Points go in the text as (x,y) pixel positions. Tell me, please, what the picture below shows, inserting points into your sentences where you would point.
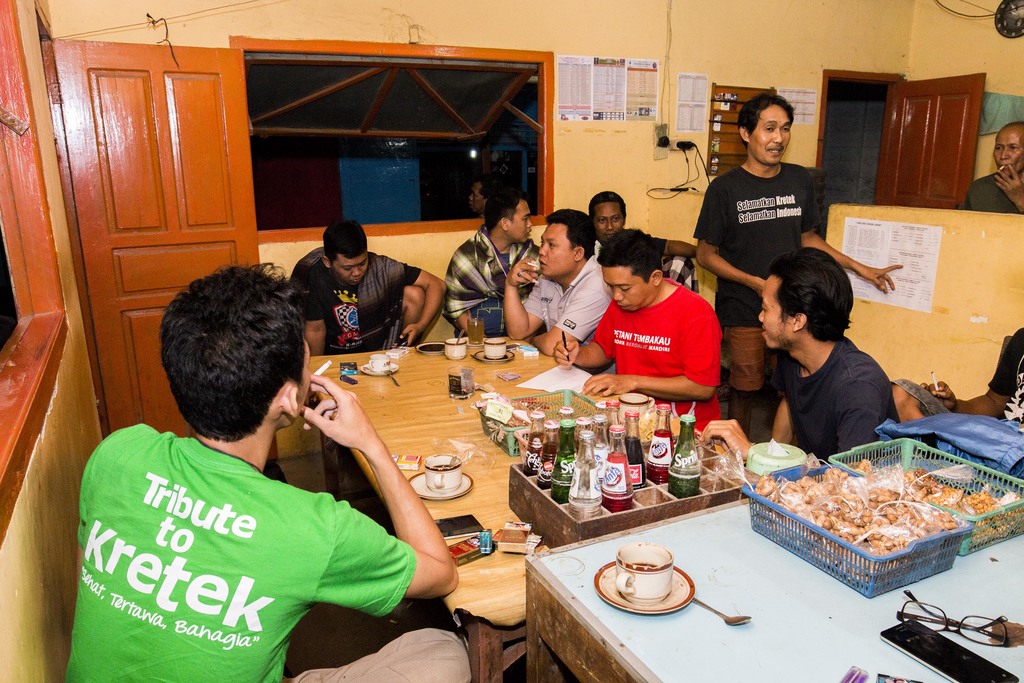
The image is taken inside a room (717,174). In the center of the image (453,441) there are table (638,620). There are people (658,349) sitting around a table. On the right (758,354) there is a man (759,247) standing. In the background (563,194) there is a window (282,182), a door (245,179) a wall (589,123) and some posters (616,101) on the wall (905,328). On the table (589,622) there are baskets (919,558), cups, mobiles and drinks (625,464), paper (574,378), a pen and glasses (911,609).
